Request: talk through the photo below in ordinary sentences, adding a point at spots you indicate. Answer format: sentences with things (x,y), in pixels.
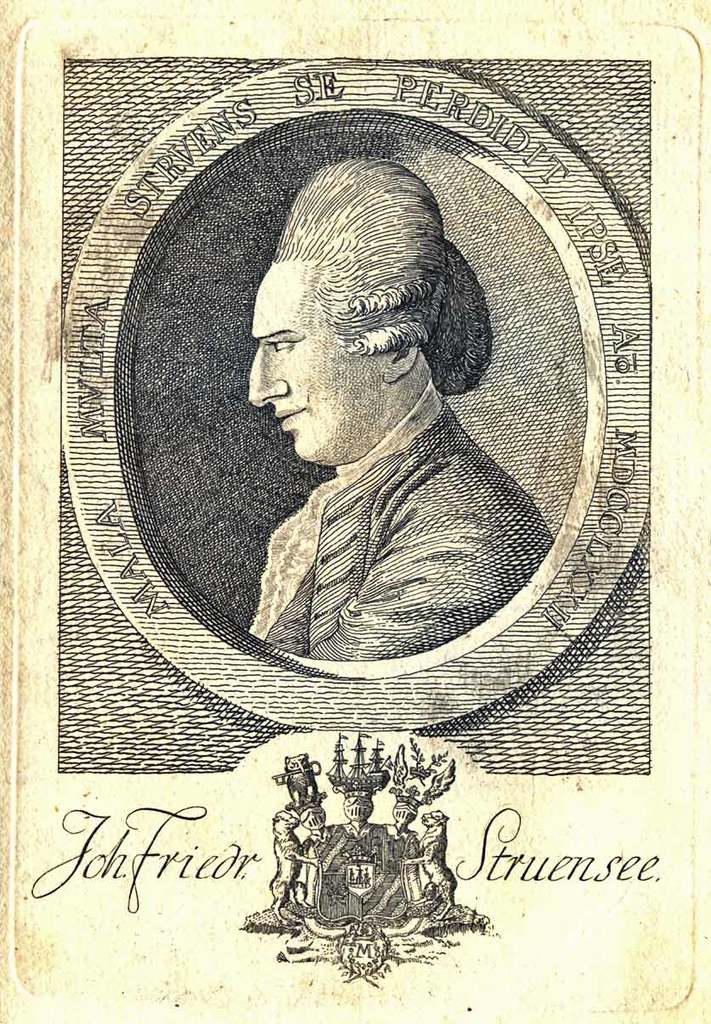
In this picture I can see a poster (214,477) and I can see a man (401,523) and I see text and looks like a logo (400,851) at the bottom of the picture (392,852).
